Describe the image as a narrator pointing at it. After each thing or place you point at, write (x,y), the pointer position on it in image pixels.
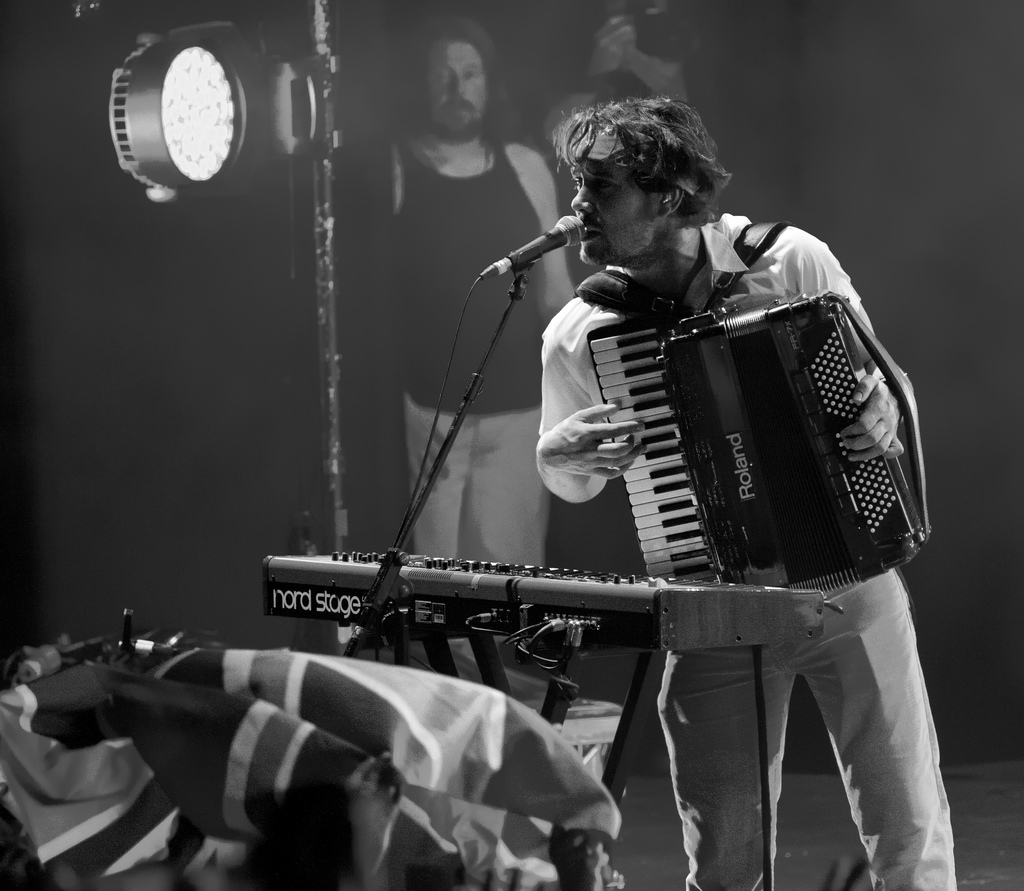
In this image I can see a person (594,259) holding an accordion (721,351) and in front of them I can see mike (539,242) and a pole (334,125) and a light (272,127) attached to the pole (331,401) and at the bottom (367,725) I can see clothes (422,702) and at the top (484,84) I can see another person (463,87).
